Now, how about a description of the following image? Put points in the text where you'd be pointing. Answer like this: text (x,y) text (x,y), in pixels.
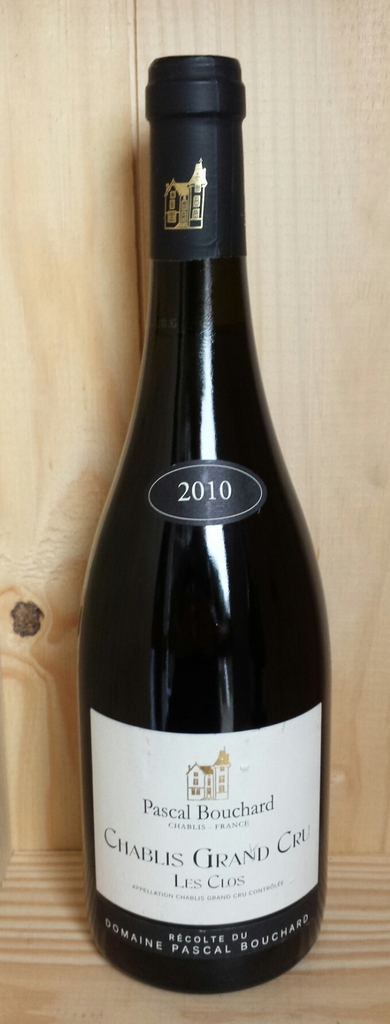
In the image there is a bottle (215,377) kept on a wooden surface (265,1009), it is of black color and there is white label (218,813) on the bottle (257,826).
